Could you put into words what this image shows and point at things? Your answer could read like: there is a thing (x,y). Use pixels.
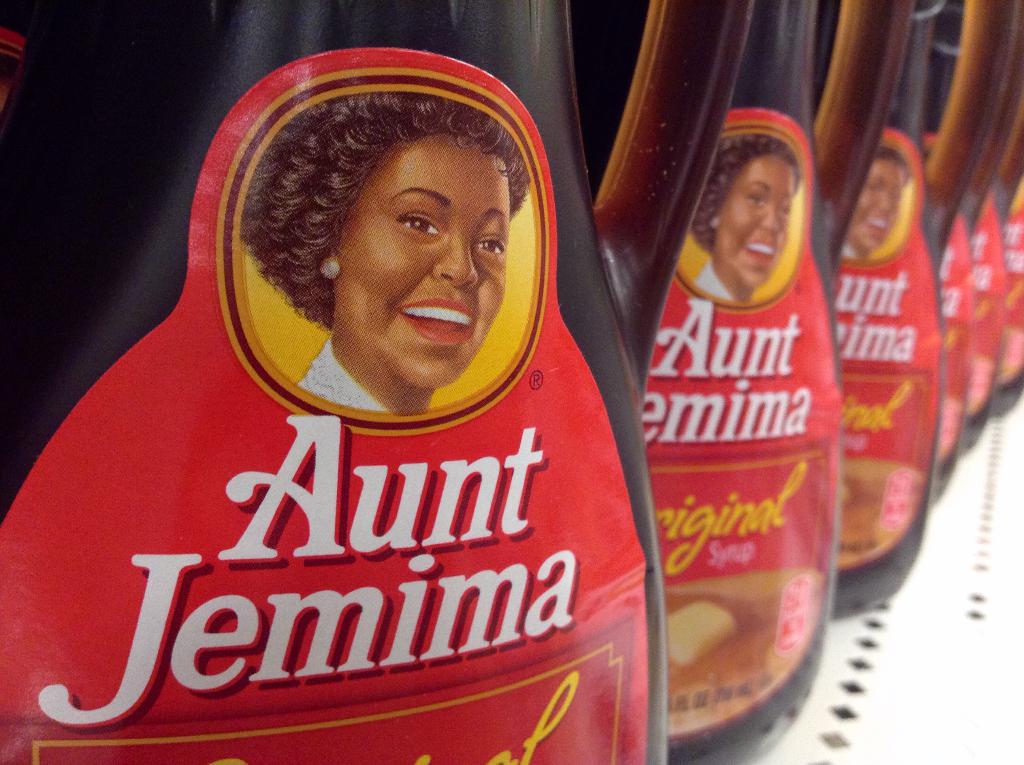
In this image we can see bottles (688,387) placed on the surface (941,596).
